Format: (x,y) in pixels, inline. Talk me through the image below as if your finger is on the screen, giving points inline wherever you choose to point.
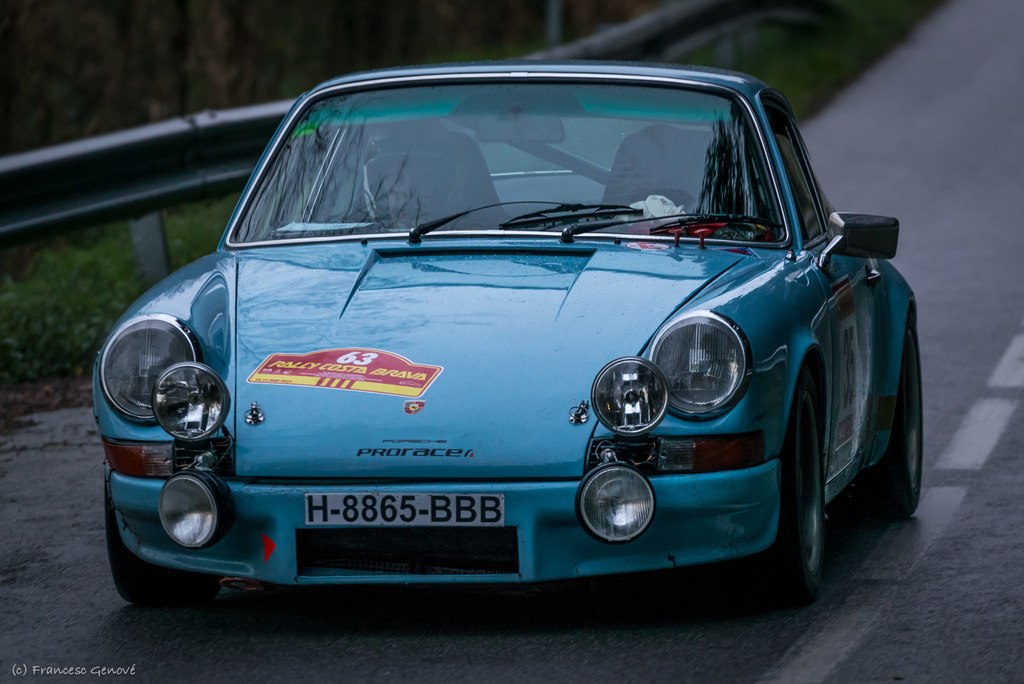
In this image I can see the road (240,656) in front (485,358), on which I can see a blue color car (424,244) and I see a number plate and I see something is written on the car (473,365). In the background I can see the plants (197,34) and the fencing (631,45). I can see the watermark (41,669) on the left bottom corner of this image (41,669).
